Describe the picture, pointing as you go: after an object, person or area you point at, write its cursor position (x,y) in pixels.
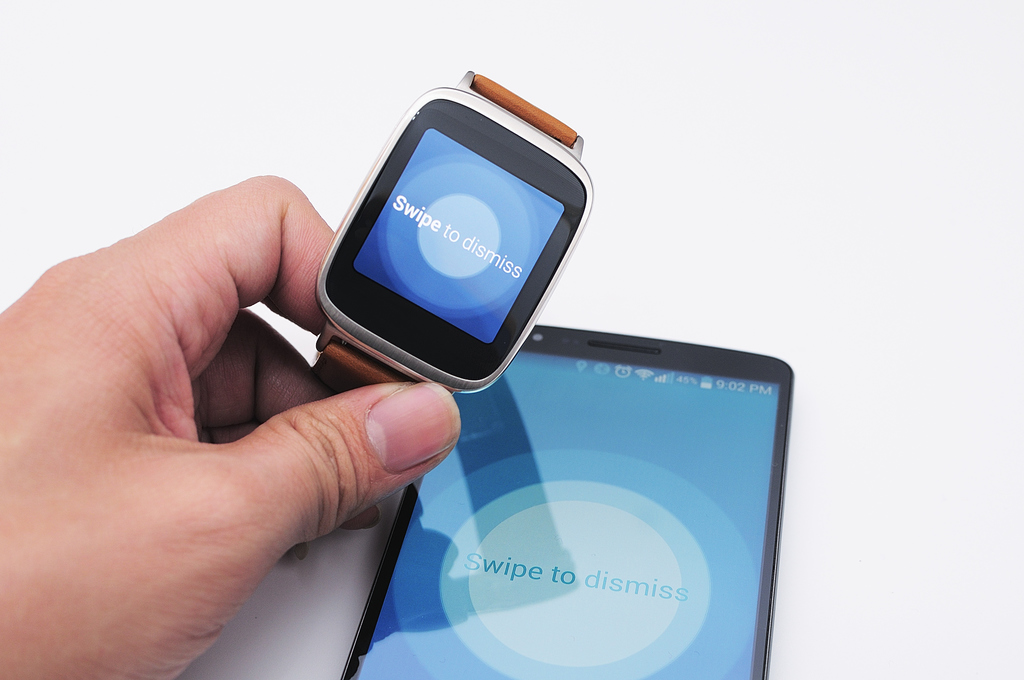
Here on the left (166,429) we can see a person hand (200,368) holding a watch (341,285) and there is a mobile (510,510) on a platform (4,142).
